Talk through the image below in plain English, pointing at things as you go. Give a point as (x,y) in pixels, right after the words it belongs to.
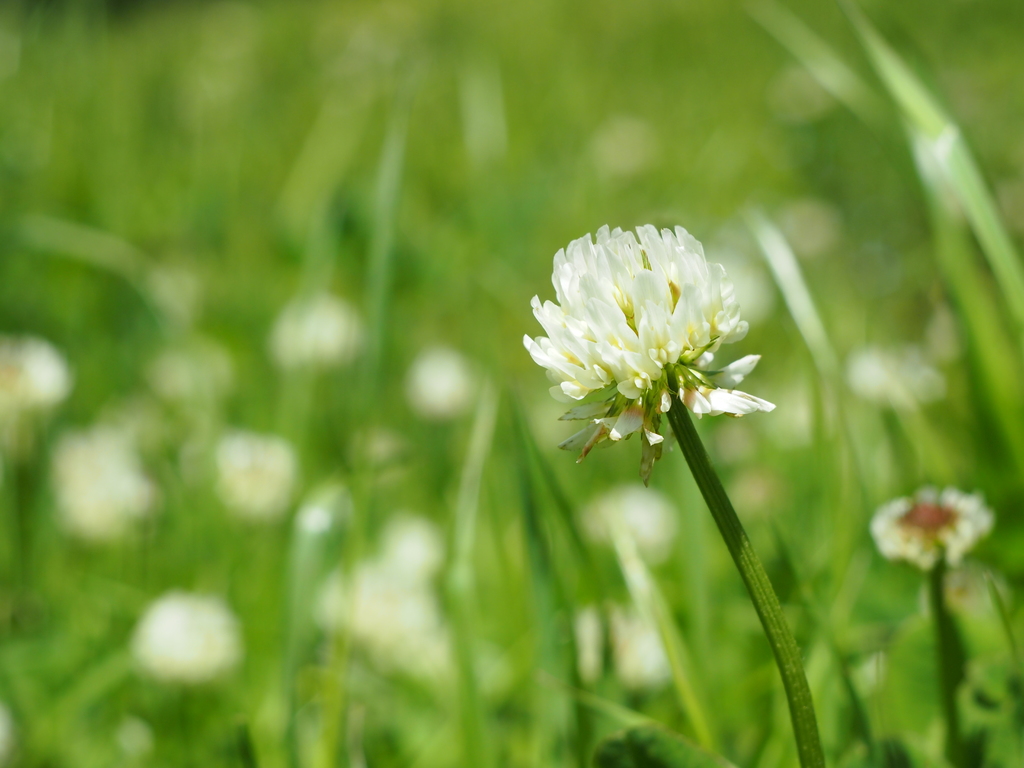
Here we can see a flower (697,311). There is a blur background (201,96) with greenery (929,46).
